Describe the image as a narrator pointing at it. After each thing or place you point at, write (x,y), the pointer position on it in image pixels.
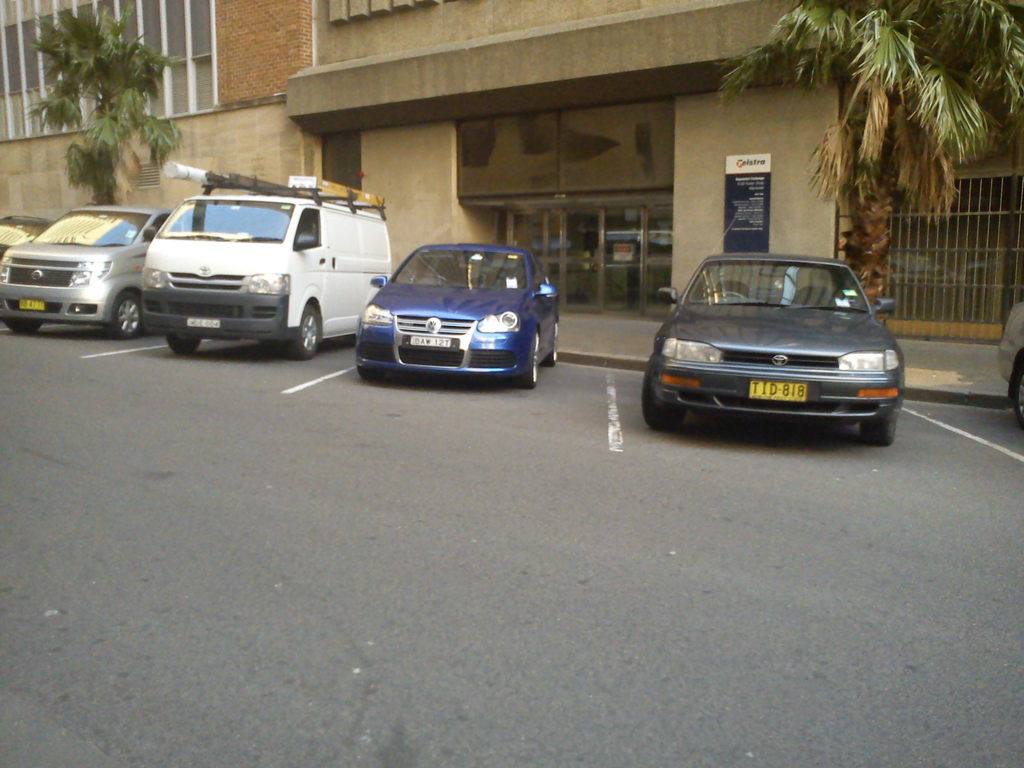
In this picture we can see vehicles (861,338) parked on the side of the road (439,441) in front of a building (730,14) with a board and there are trees (876,178) on the footpath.
